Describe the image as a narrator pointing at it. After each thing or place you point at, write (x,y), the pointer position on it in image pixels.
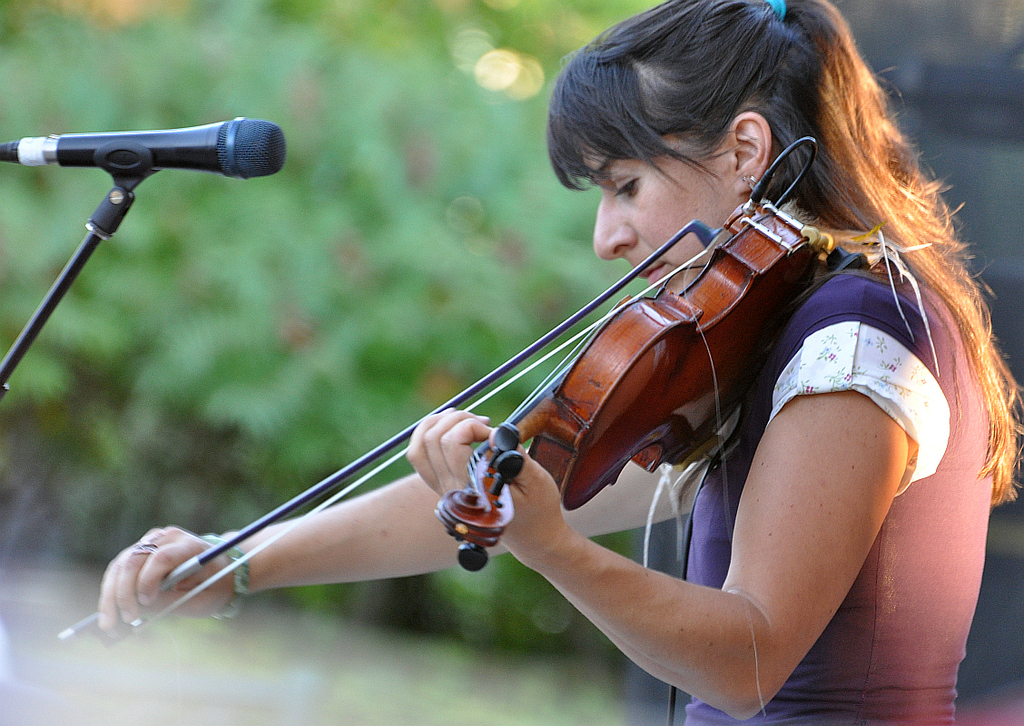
In this image there is a woman (811,500) playing a violin (506,502) and at the left side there is a mike stand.
